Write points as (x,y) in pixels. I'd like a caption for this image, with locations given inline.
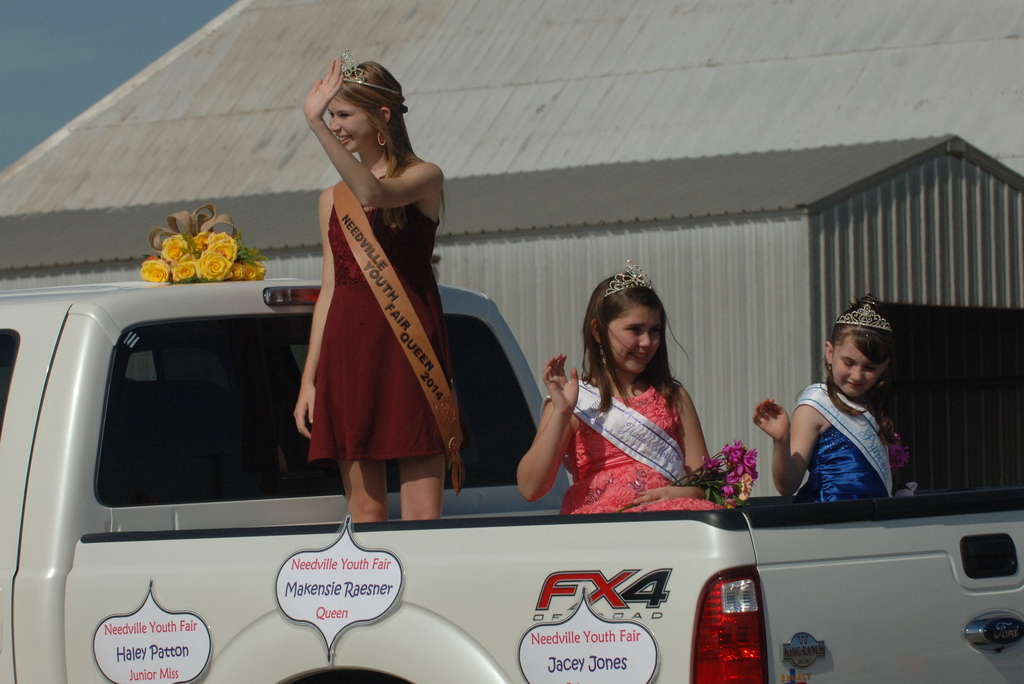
In this picture I can see there is a truck (314,528) and there are three girls (406,400), among them I can see a girl (378,345) is standing, she is wearing a sash (346,226), crown (345,58), she is wearing a brown color dress (383,234) and she is smiling. There are two other girls (663,501) sitting and they are wearing sash (667,474) and crowns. There are a few boards (185,638) placed on the truck (439,670), they are holding flowers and there is a building (520,92) in the backdrop (656,24), the sky (67,84) is clear.
